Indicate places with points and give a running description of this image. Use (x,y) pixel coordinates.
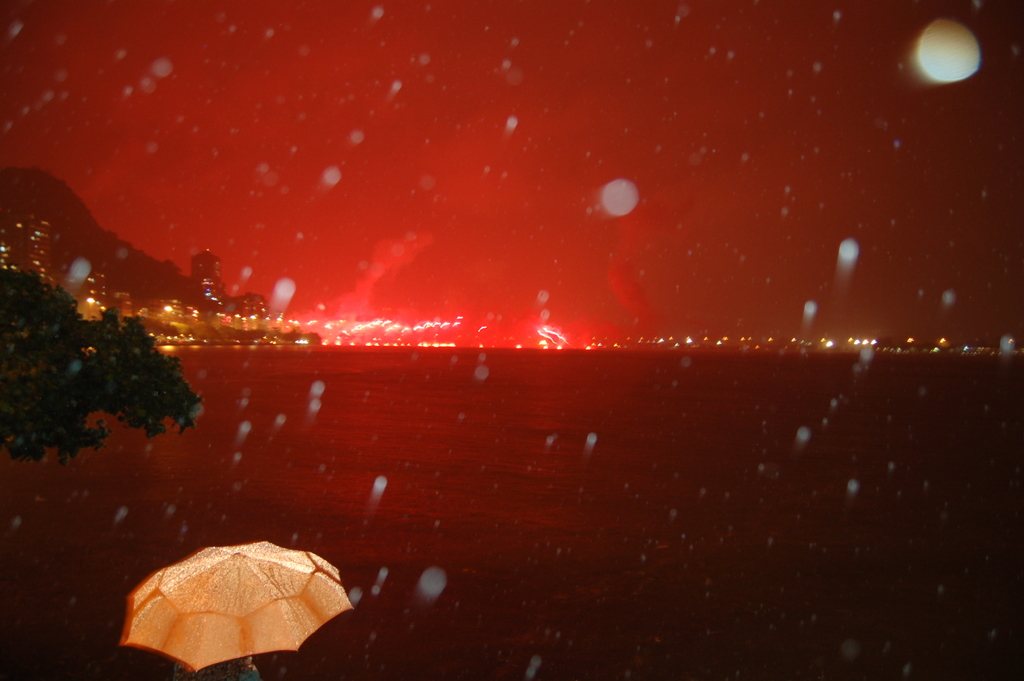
This is an edited image. Here we can see an umbrella (282,592), leaves (2,406), water (631,494), lights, and mountain (29,191).
